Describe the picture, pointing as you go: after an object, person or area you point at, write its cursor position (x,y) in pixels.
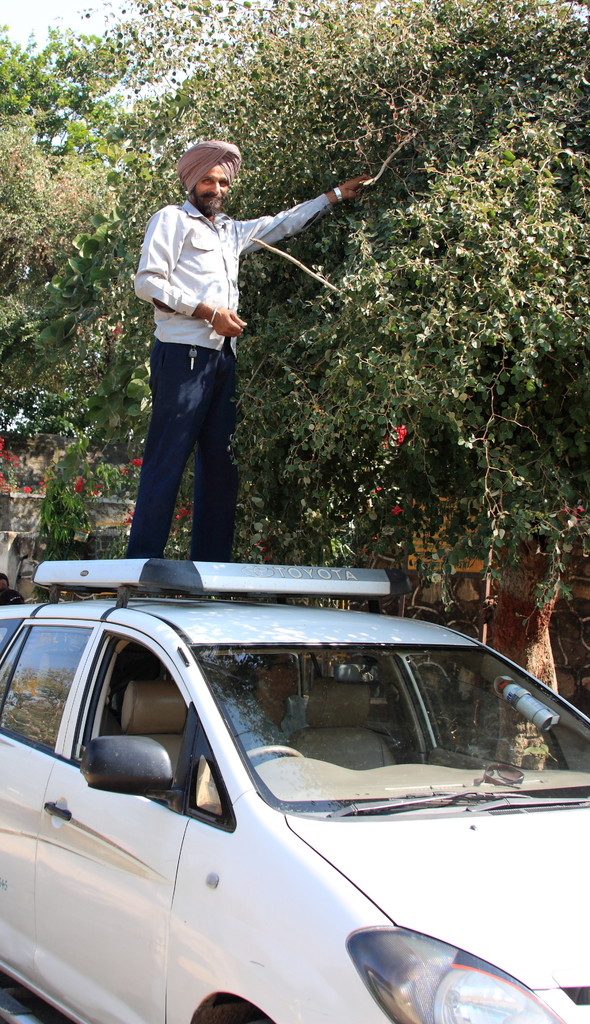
Here we can see a man (215,548) standing on the car (198,754). In the background (416,167) we can see trees (105,181) and sky (33,11).
